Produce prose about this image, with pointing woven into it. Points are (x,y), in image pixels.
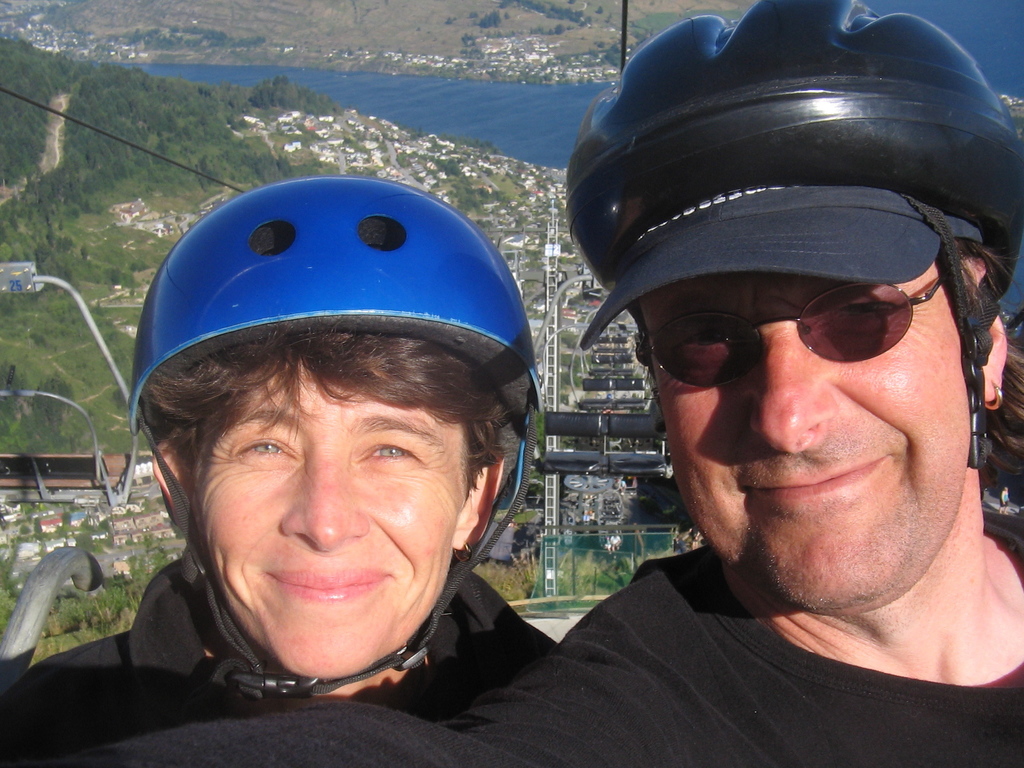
In the image in the center (395,378) we can see two persons (518,631) were wearing helmet (171,276) and they were smiling, which we can see on their faces (818,480). In the background (62,94) we can see water (392,114), trees (12,106), hill (297,8), buildings (392,173), grass (92,230), poles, fence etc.
